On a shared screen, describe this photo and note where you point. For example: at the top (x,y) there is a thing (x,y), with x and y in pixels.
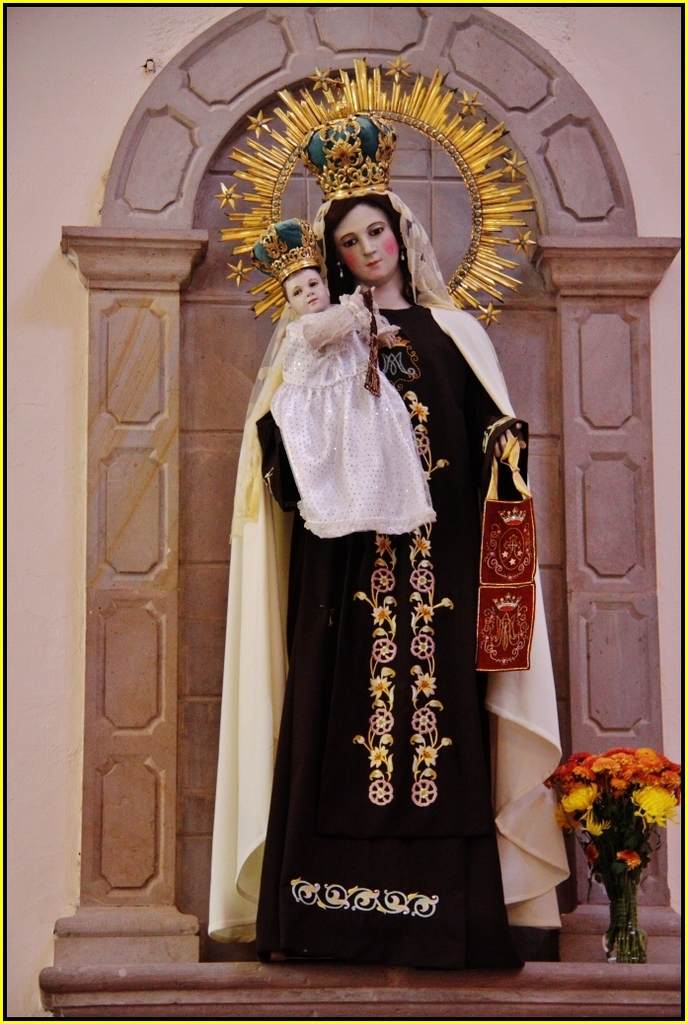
In this image there is a statue (371,220) of a lady (475,517) wearing black gown (404,648). She is holding a baby (319,325). In the right bottom (594,867) there is a flower pot (621,792). In the background (469,60) there is wall (545,94).
